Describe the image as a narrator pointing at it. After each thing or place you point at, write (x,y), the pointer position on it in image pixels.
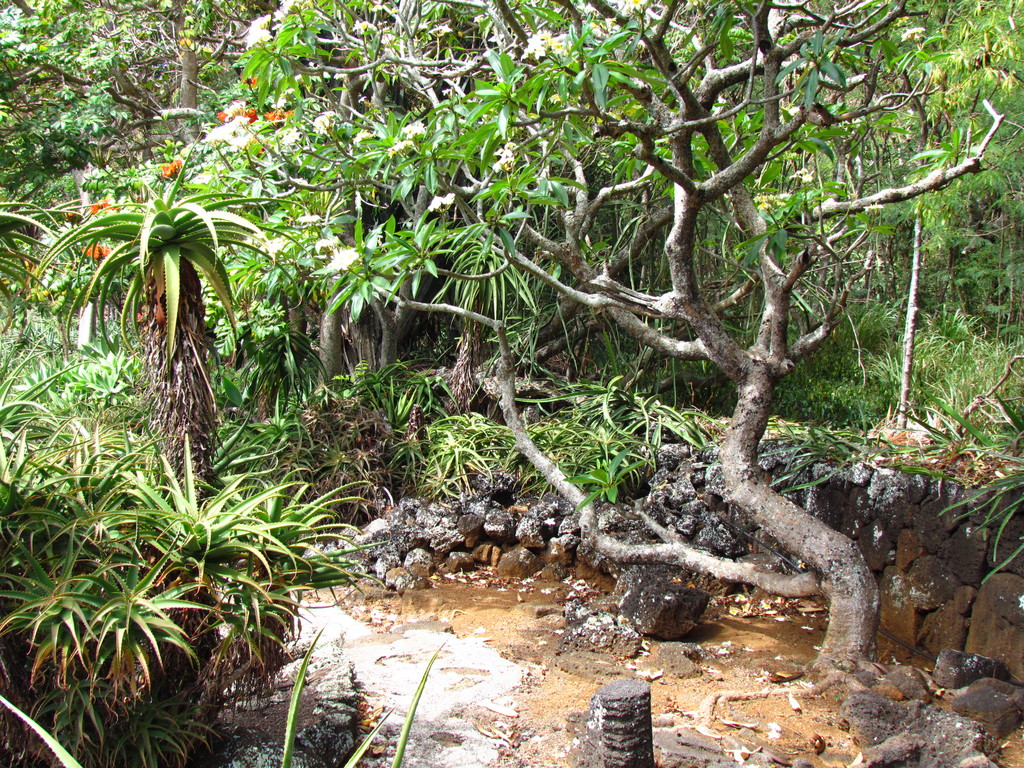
In this image, I can see the trees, plants (201,552) and rocks (992,703).
